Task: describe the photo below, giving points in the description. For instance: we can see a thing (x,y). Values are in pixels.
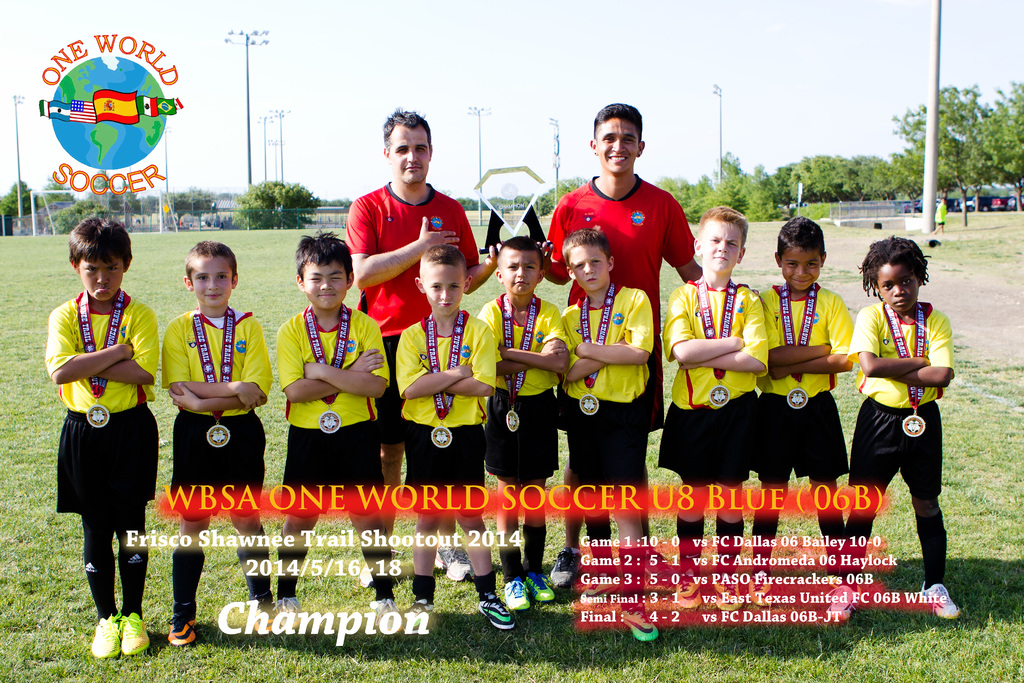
This picture shows few boys (135,329) standing with medals (226,368) in their necks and we see couple of men (575,198) standing holding a memento (512,212) and we see grass (198,648) on the ground (964,237) and few trees (1010,136) and few pole lights (480,179) and a cloudy sky (771,140) and we see text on it.
